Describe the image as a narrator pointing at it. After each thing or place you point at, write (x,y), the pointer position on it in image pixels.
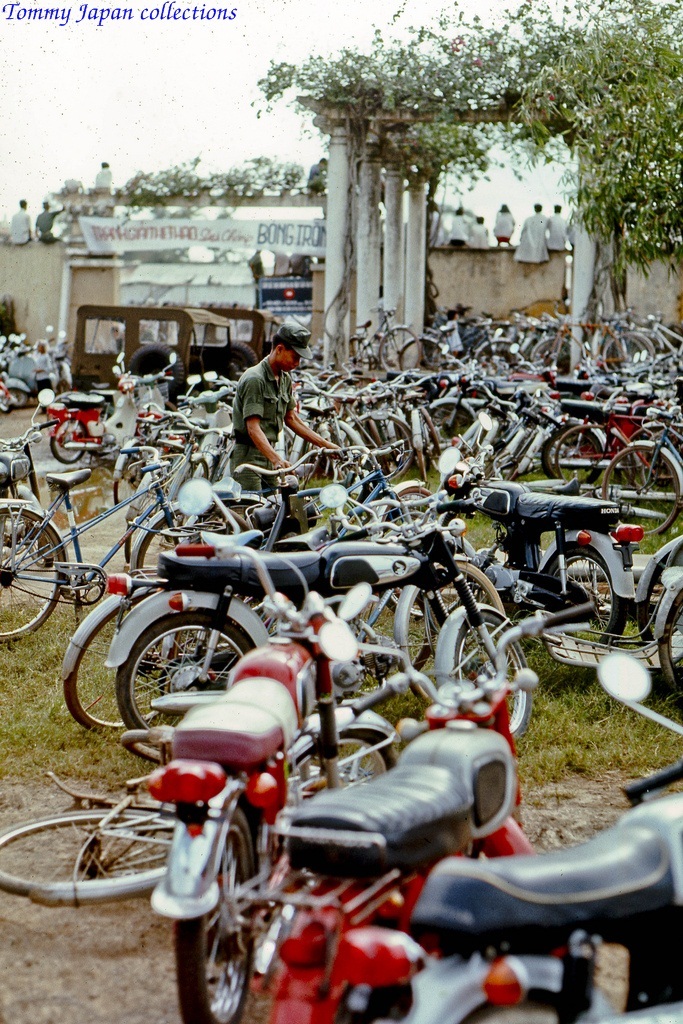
In this picture we can see vehicles (214,556) and a man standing on the grass (49,628) and in the background (393,228) we can see pillars (391,271), banner (263,237), plants (638,223), some people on the walls (555,253) and some objects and at the top left corner (205,6) we can see some text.
